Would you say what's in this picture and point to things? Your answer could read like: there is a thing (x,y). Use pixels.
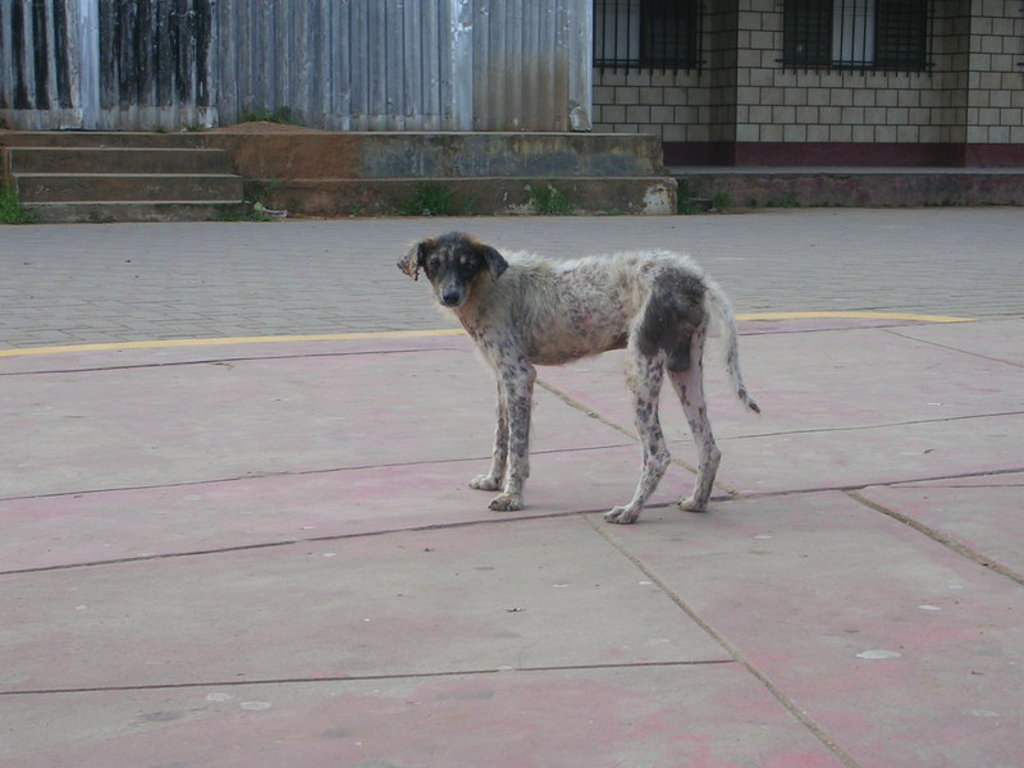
In this image we can see a dog (537,358) is standing on the surface (600,384). In the background (645,168) we can see the wall (726,96), windows (856,39), welded mesh wires (677,65), steps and on the left side (154,92) at the top (212,104) we can see metal sheets (334,61).
